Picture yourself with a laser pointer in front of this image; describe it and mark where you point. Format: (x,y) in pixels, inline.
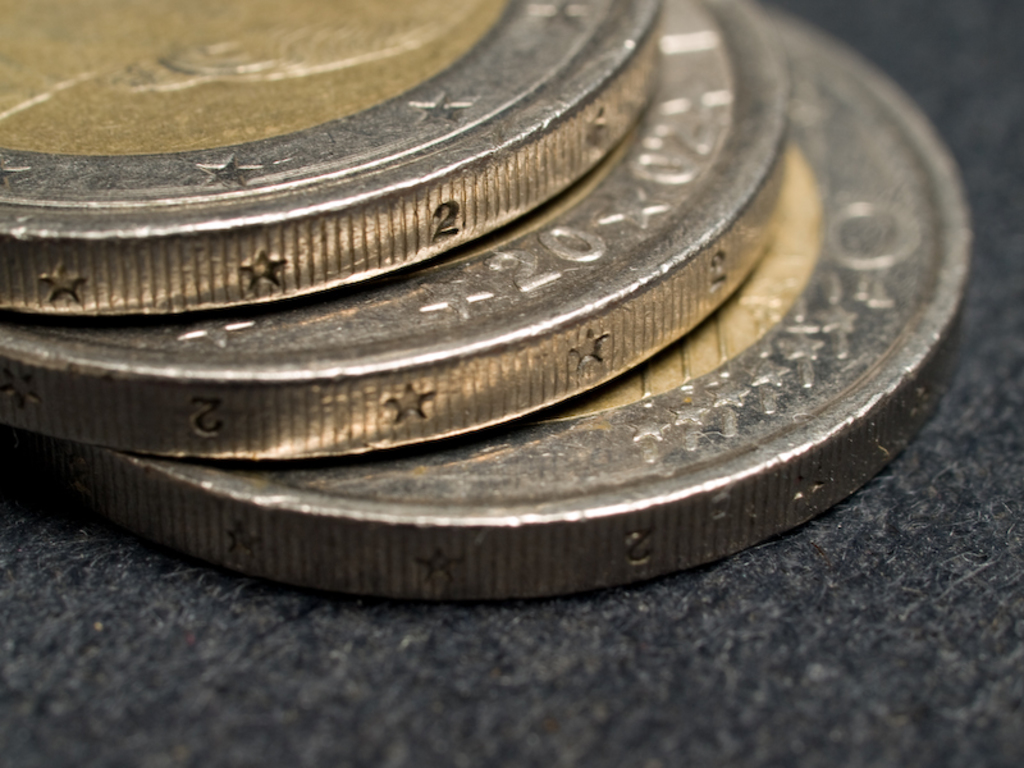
In this image we can see the metal coins (293,102) on the surface (159,649).
